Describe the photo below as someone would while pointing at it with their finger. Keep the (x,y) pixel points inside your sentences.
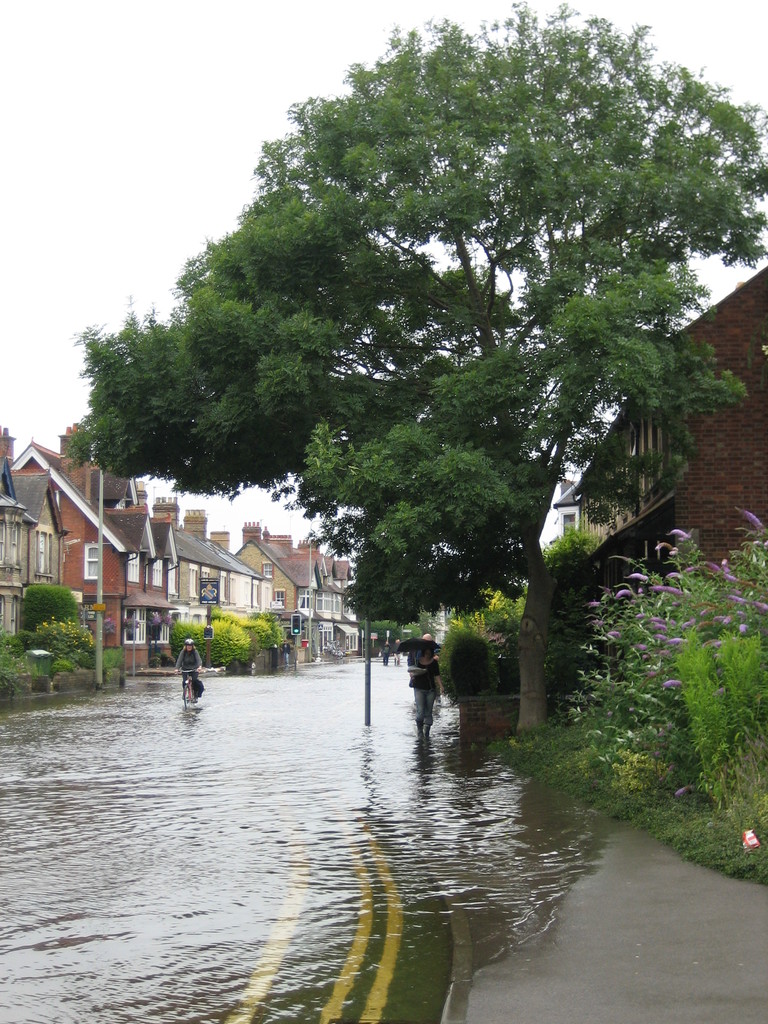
In this image in the center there is water (166,846) on the road (179,807) and there is a person (194,676) riding a bicycle (185,688) in the background (199,685). On the right side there is a person (432,705) walking holding an umbrella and on the right side (608,604) there are plants (615,696) there is grass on the ground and there are buildings (691,465) and there is a tree (470,607). In the background (147,566) there are houses (157,575) and there are plants (223,624).
